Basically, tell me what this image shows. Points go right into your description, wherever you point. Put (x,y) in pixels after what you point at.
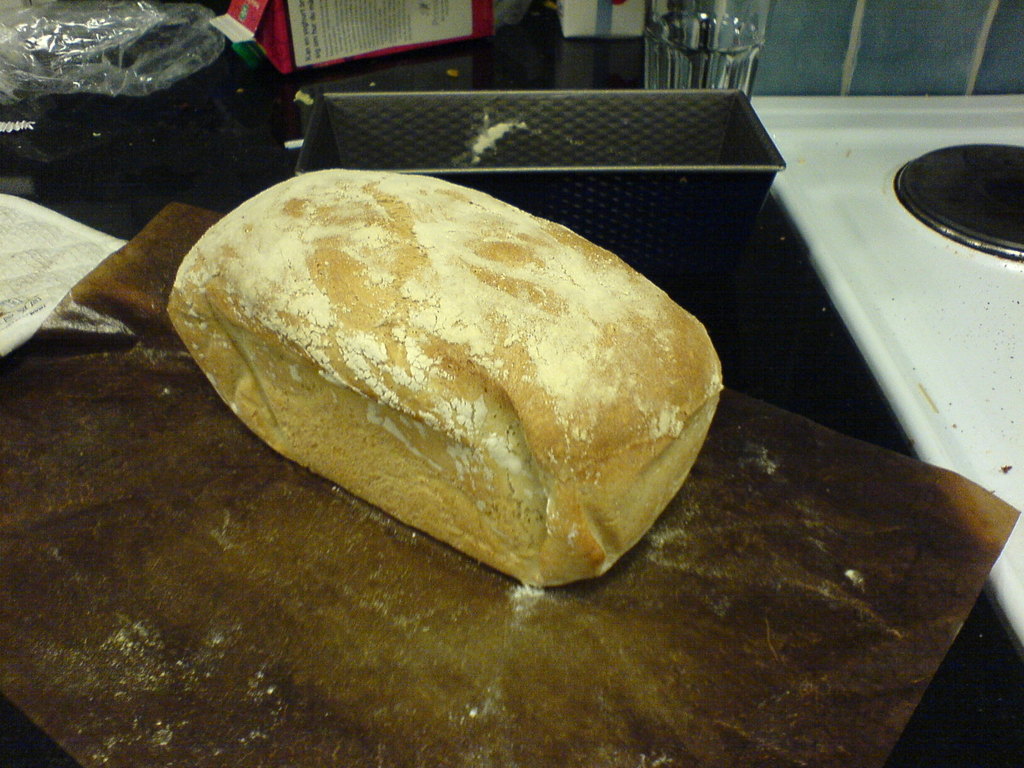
In this image, we can see a bread brick (426,437) with powder (564,355) is placed on the brown paper (422,606). Here we can see few objects (4,267), glass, white stove (967,379), container (527,121), cover (27,9).
